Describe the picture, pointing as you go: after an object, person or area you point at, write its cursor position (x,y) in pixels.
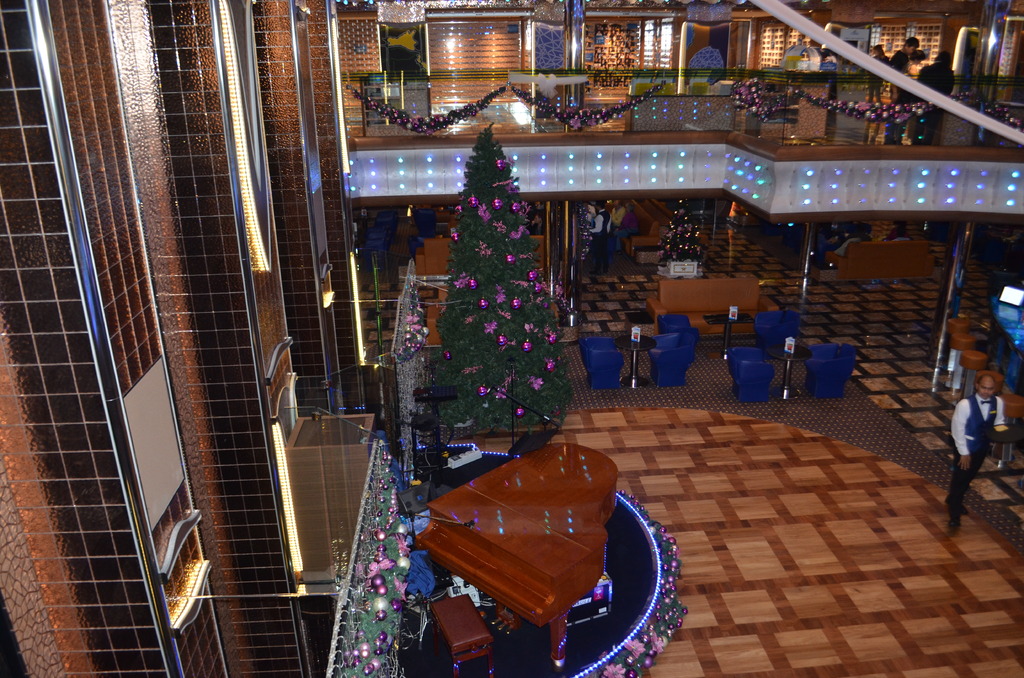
This image consists of desk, musical instruments (601,536), Christmas trees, chairs (745,370), fence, pillars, decorating items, lights (682,250) and a group of people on the floor (971,598). This image is taken may be in a building (161,432).
